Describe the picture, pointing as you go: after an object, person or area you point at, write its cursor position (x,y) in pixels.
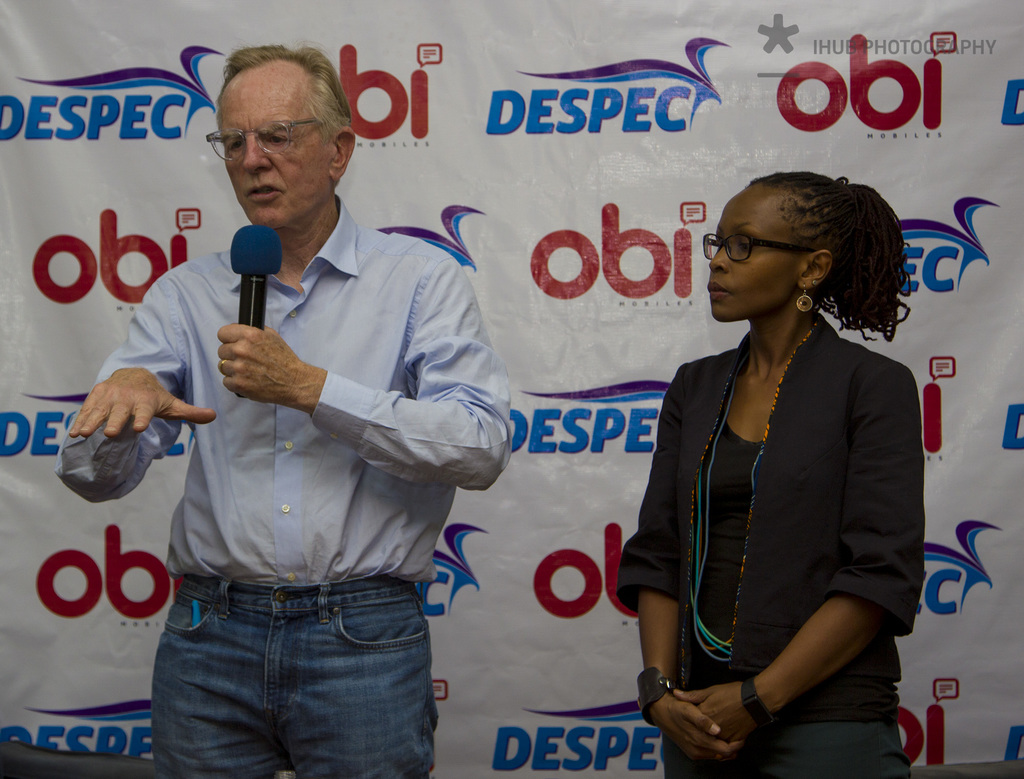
In the foreground of the image (368,417) there are two people (192,747). In the background of the image (79,68) there is a banner (100,747) with some text (628,276).
